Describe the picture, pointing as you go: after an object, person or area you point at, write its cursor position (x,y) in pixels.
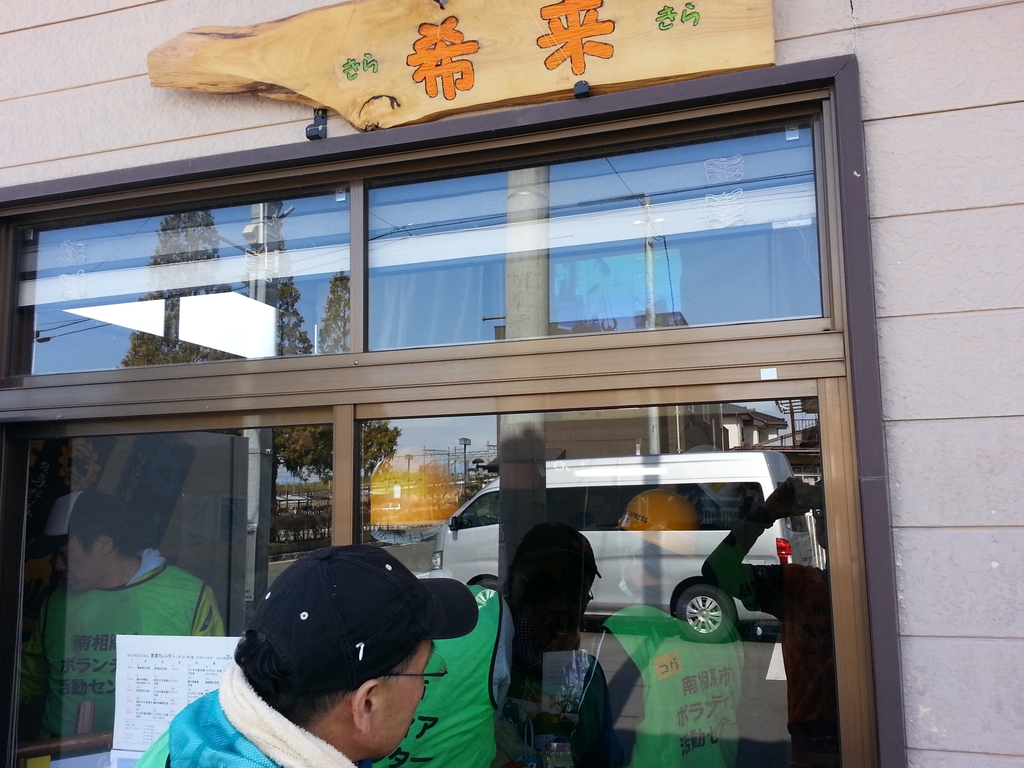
In this given picture, We can see a person (286,612) looking into a window (466,490) in the window (510,605), We can see a few people (571,600) standing after that, We can see a car reflection (556,490) in a mirror (551,516), few trees (315,452), on top of the window (327,311), We can see a piece of wood (373,110), electrical poles (522,525), wires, a light cream color wall (238,127).
